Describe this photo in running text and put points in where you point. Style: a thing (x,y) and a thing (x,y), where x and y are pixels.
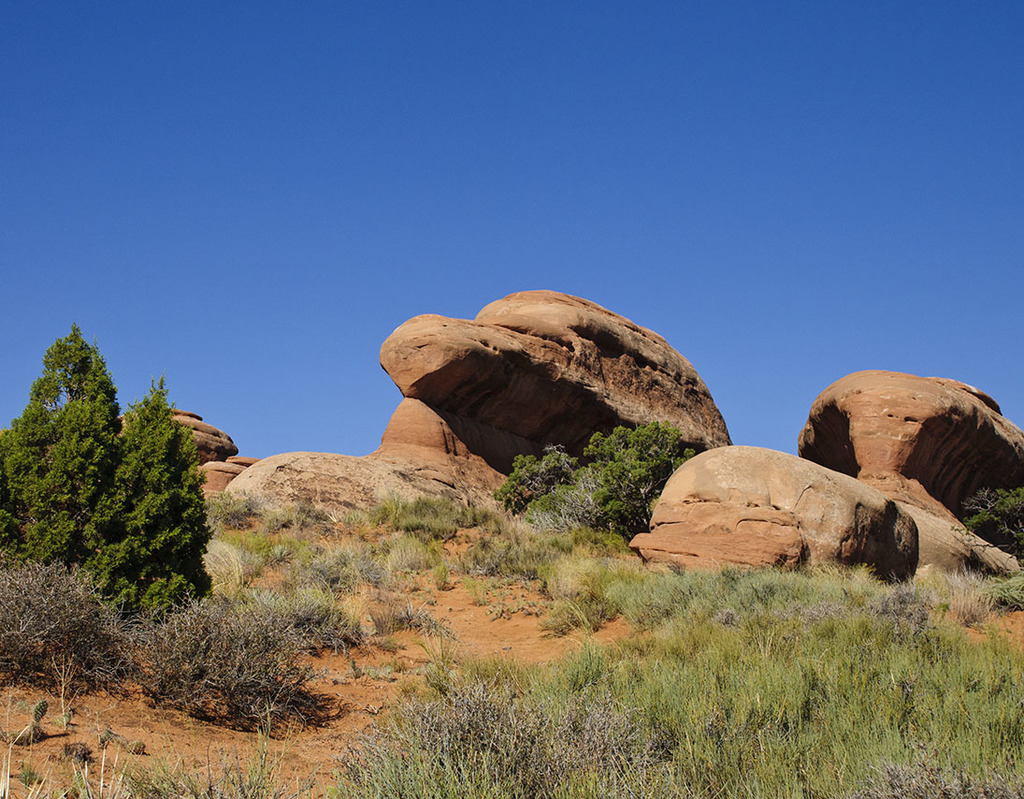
This image is taken outdoors. At the top of the image (147,185) there is the sky (649,217). At the bottom of the image (255,735) there is a ground (598,702) with grass (657,722) and a few plants (544,756) on it. In the middle of the image (521,448) there are many rocks (406,471) and a few plants (535,543) and trees (93,439) on the ground (571,639).
